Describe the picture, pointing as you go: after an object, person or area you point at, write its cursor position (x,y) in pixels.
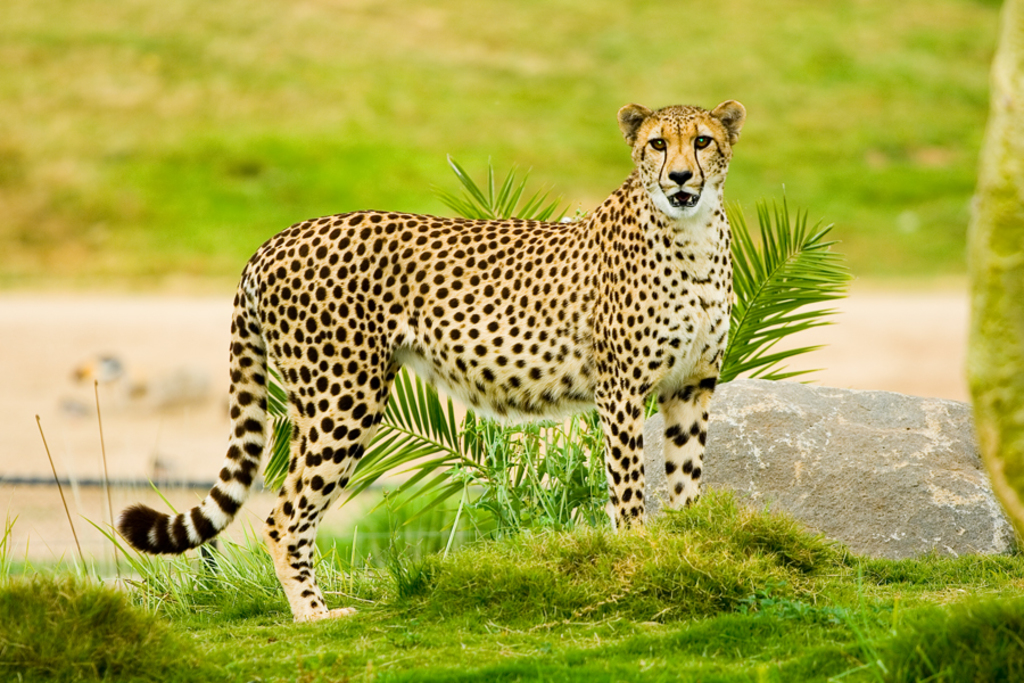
In the center of the image (521,316) cheetah (521,376), rock (865,441), bush (532,457) are there. At the top of the image (505,87) ground (544,102) is there. At the bottom of the image (523,597) grass (590,593) is there. In the middle of the image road (34,329) is there.
